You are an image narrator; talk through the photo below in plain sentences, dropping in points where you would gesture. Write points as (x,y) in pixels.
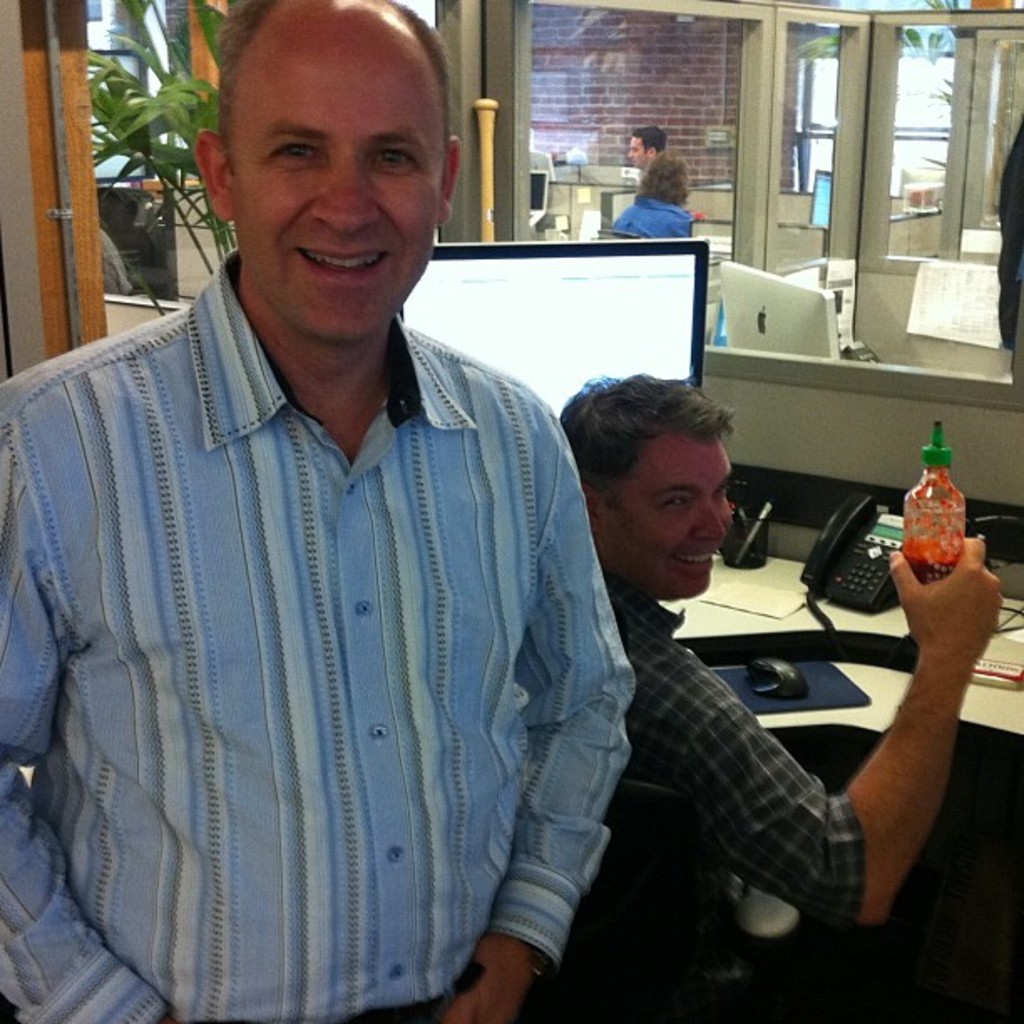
As we can see in the image there is a brick wall (723,95), door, plant (208,126) and two people (515,740) in the front (505,667). The man (644,652) who is sitting here is holding a bottle (944,536). In front of him there is a table (880,687). On table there is a screen (626,309), mouse (773,679) and telephone (842,556).
